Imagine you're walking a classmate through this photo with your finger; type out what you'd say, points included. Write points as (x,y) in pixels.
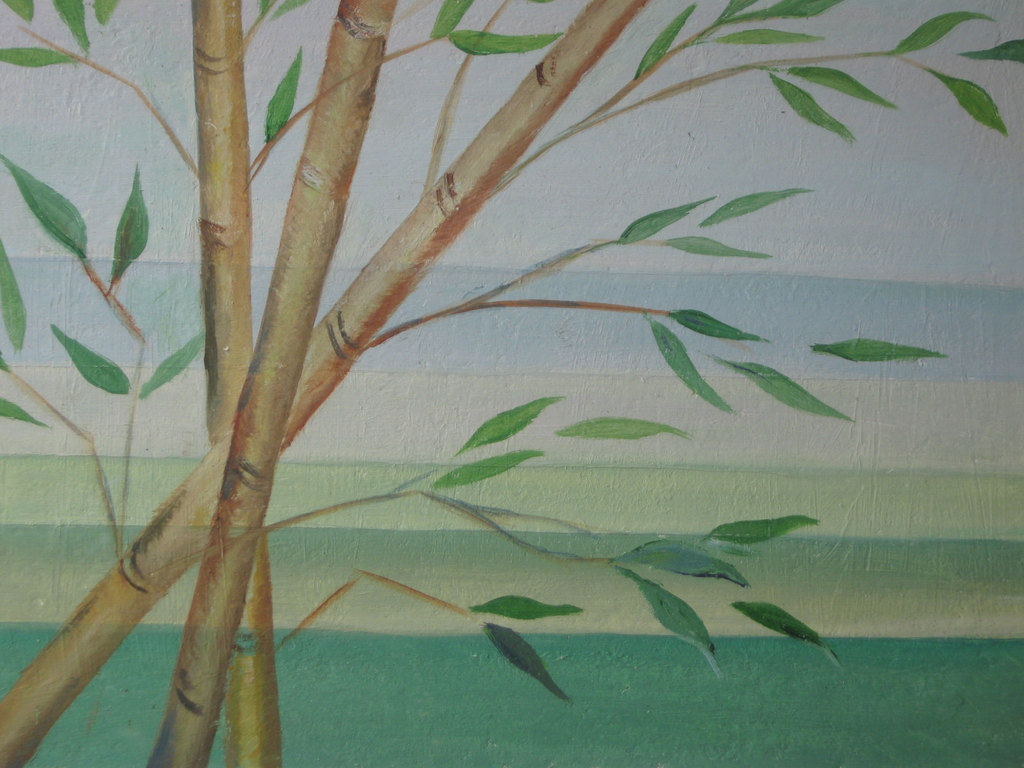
In this image we can see a painting (485,215), where are the trees (292,231), here are the leaves (71,26).
